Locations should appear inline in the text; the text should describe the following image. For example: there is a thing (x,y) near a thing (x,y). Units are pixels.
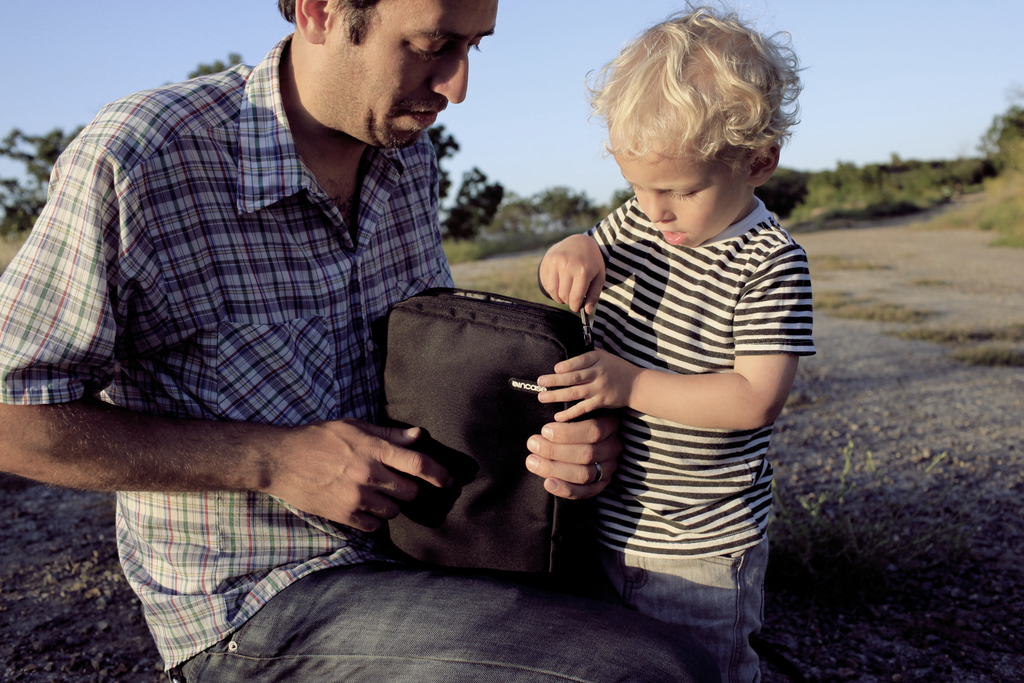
In this picture we can observe a man (340,471) sitting. In front of him there is a kid (635,296) holding a bag zip (586,321) which is in black color. We can observe some trees (850,216) in the background (37,171). There is a sky (106,51).
